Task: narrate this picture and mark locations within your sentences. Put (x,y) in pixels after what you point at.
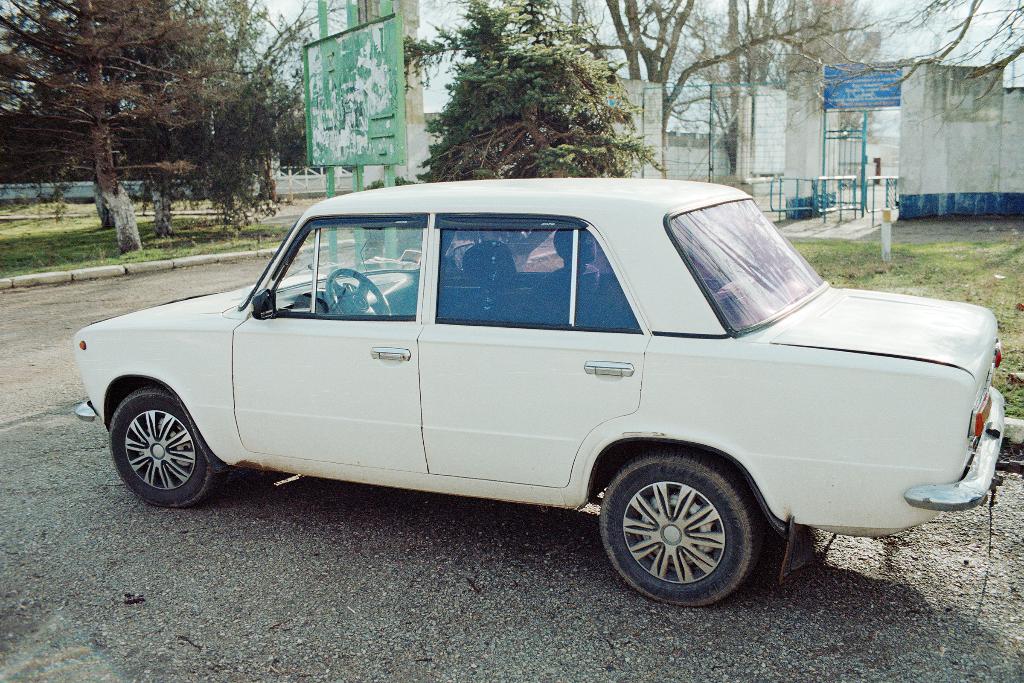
In this picture there is a white color car (599,406) and there are trees (461,101) and buildings (757,89) in the background (576,85).
